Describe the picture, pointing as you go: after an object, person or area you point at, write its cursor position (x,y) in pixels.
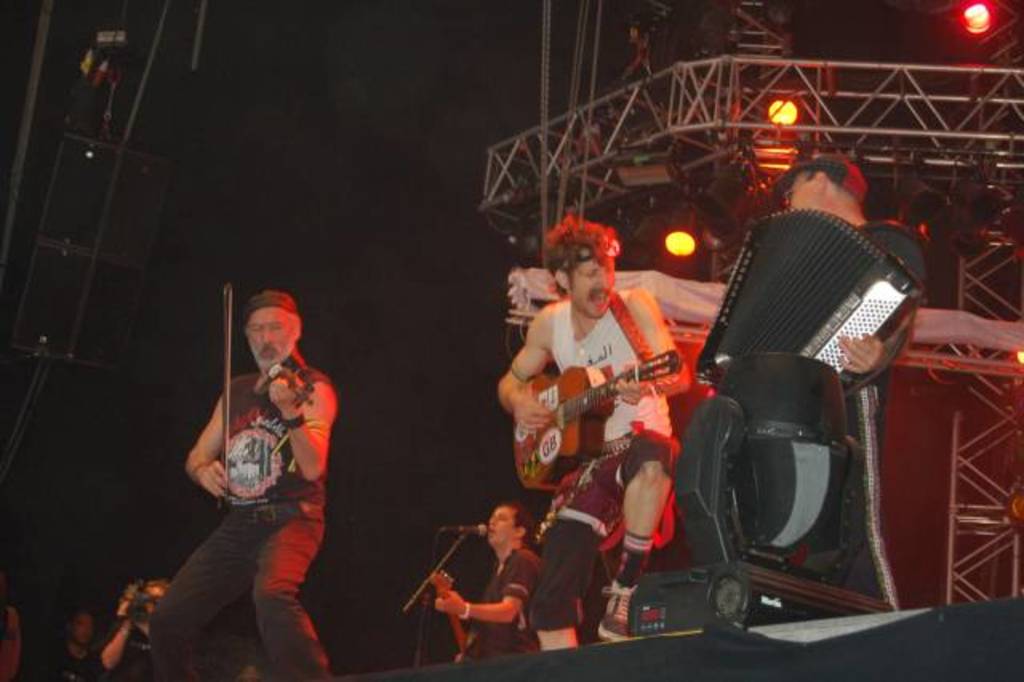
Here we can see a group of people (270,461) playing their own musical instruments (543,386) with microphone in front of them and behind them we can see a frame (967,370) and lights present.
